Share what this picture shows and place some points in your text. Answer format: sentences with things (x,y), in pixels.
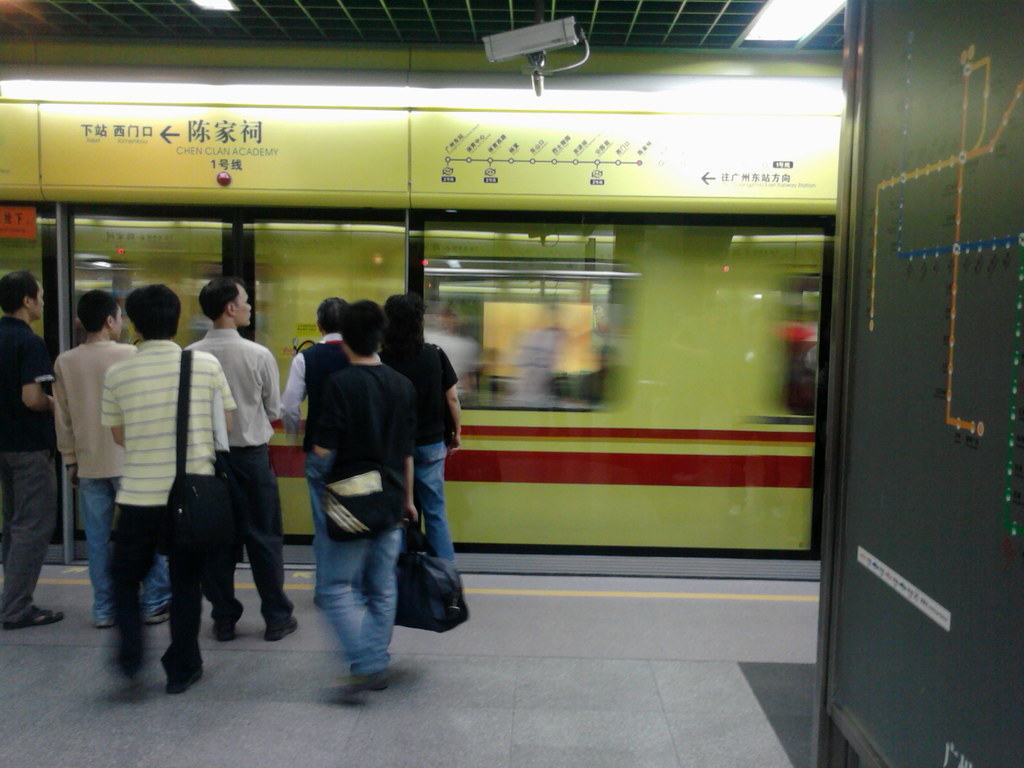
In this picture we can see a group of people (143,495) standing on the platform (112,710). On the right side of the image (894,461), there is a board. In front of the people (194,371), there is a train (186,231). At the top of the image (517,45), there are lights (792,16) and a CCTV (517,45).
